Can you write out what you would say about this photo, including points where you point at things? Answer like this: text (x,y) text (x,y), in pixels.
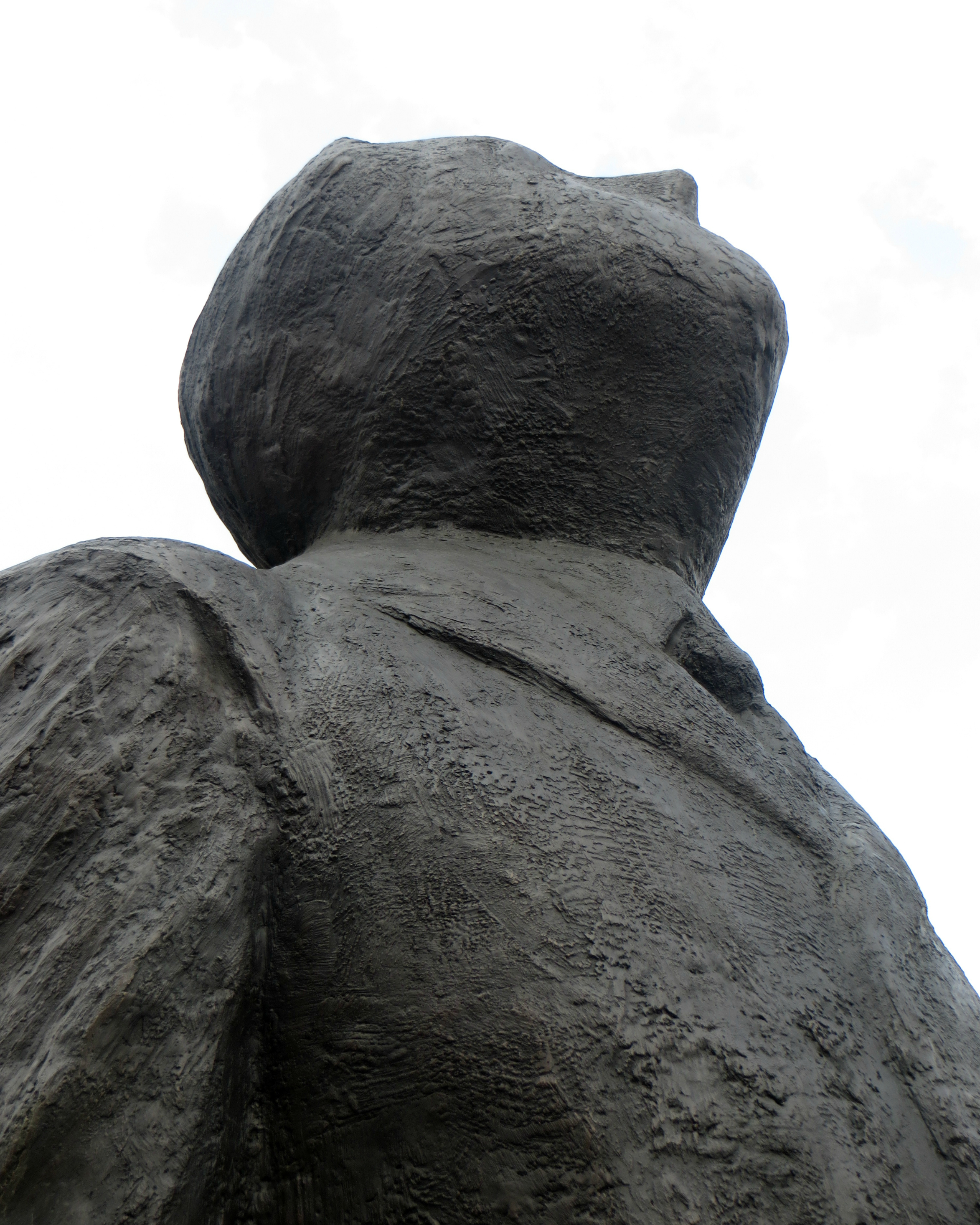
In this picture I can see the statue of a man (626,729). At the top (860,60) I can see the sky (897,185) and clouds (865,217).
